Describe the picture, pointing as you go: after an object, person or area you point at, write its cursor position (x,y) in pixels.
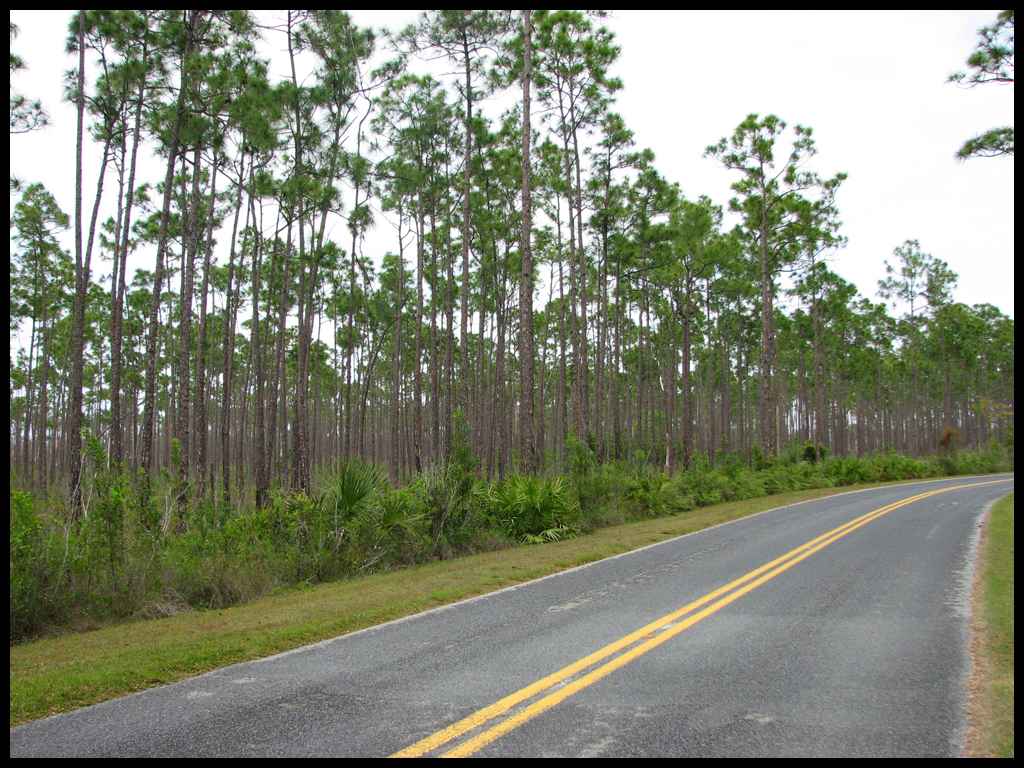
In this image, we can see a road (871,636), there are some green color plants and trees (455,224), at the top (852,102) there is a sky (799,109).
